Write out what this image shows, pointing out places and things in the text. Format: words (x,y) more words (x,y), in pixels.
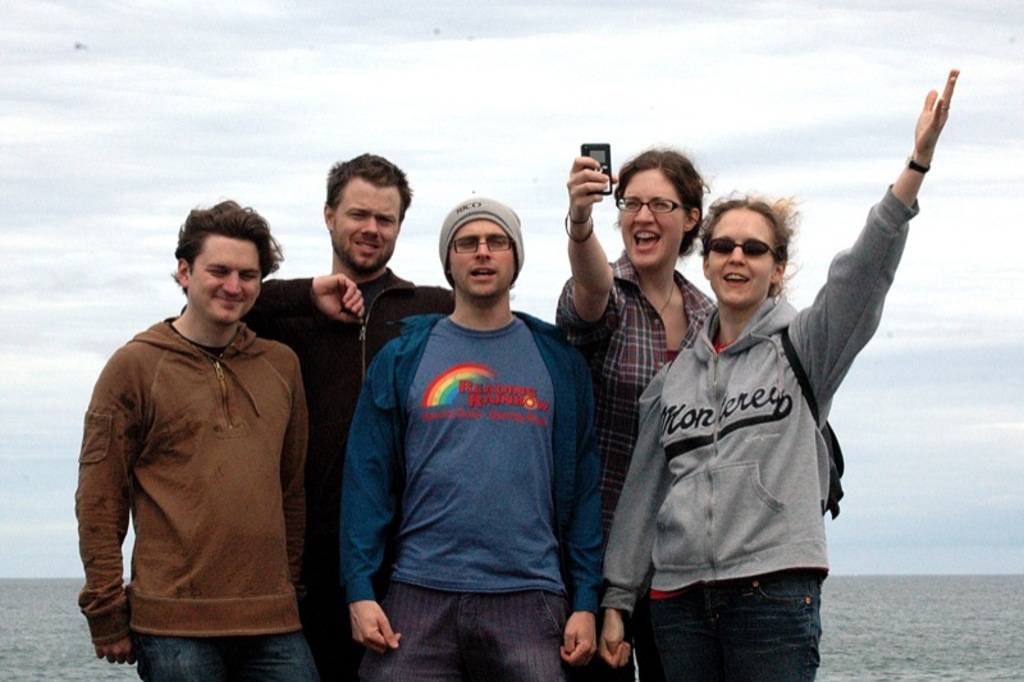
In this image in front (690,516) there are few people (432,444). Behind them there is water (903,627). In the background (265,122) there is sky (585,79).
